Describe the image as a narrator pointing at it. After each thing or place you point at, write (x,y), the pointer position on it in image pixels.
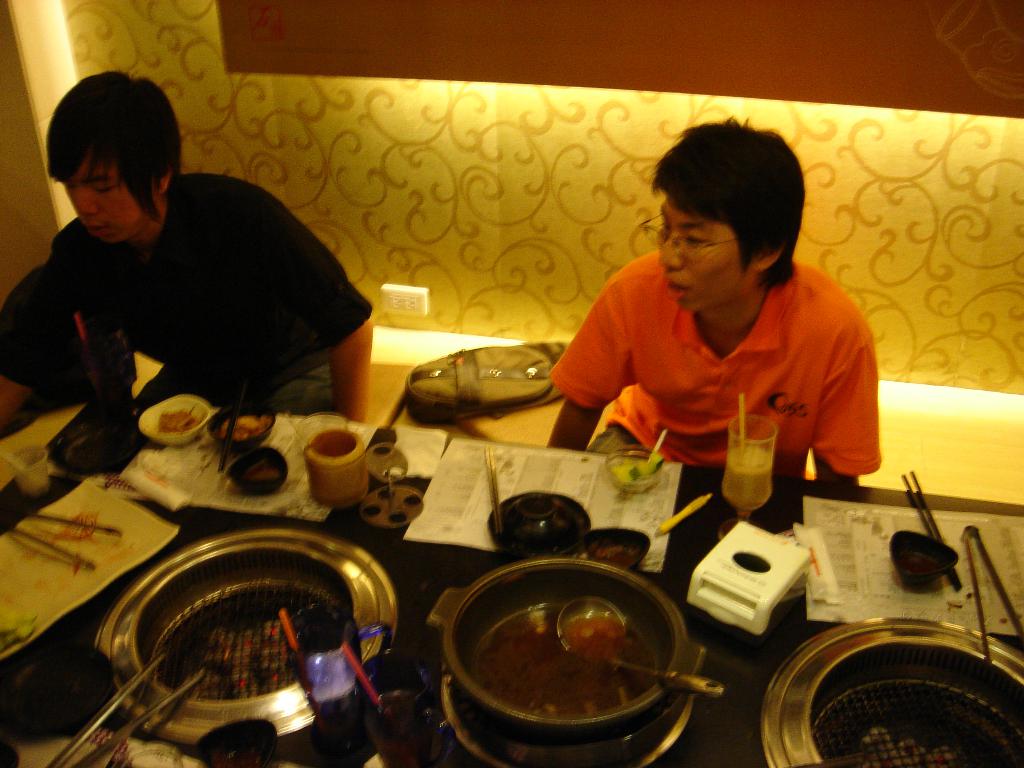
In this picture I can see couple of them (96,107) seated and I can see few bowls (242,465), glasses (405,756) and vessels (498,620) and few papers (542,485), chopsticks (19,533) on the table (803,483) and I can see few serving spoons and I can see a backpack (439,367).
